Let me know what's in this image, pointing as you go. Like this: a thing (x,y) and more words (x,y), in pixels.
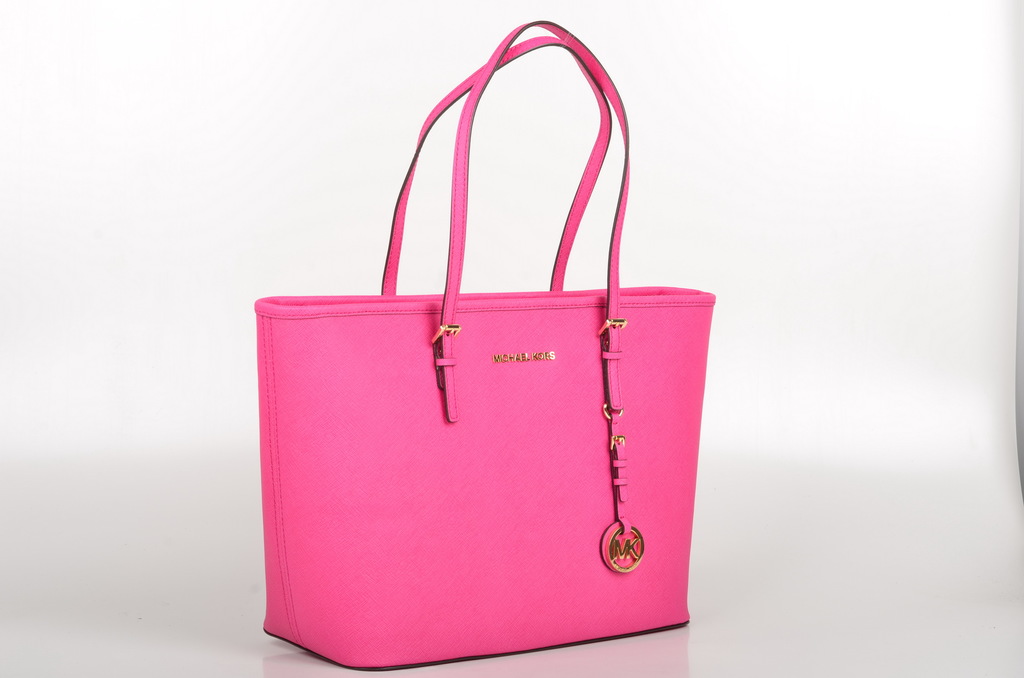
This picture shows a pink color women handbag (608,638).
